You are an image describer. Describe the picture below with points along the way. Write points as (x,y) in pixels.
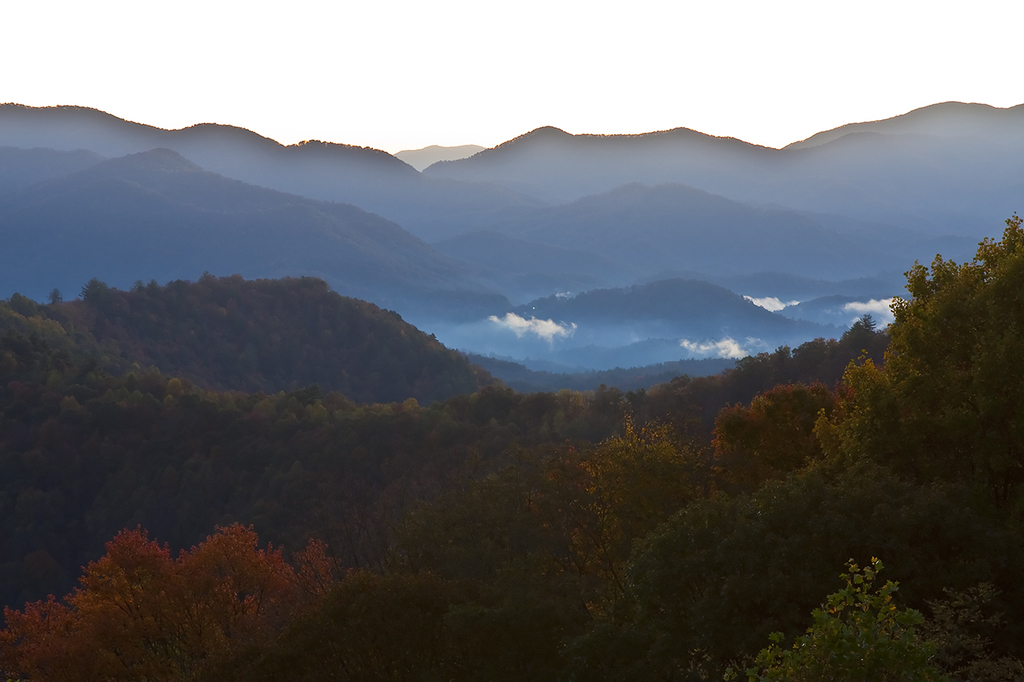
We can see trees (182,401) and mountain (817,219). We can see sky (464,33).
